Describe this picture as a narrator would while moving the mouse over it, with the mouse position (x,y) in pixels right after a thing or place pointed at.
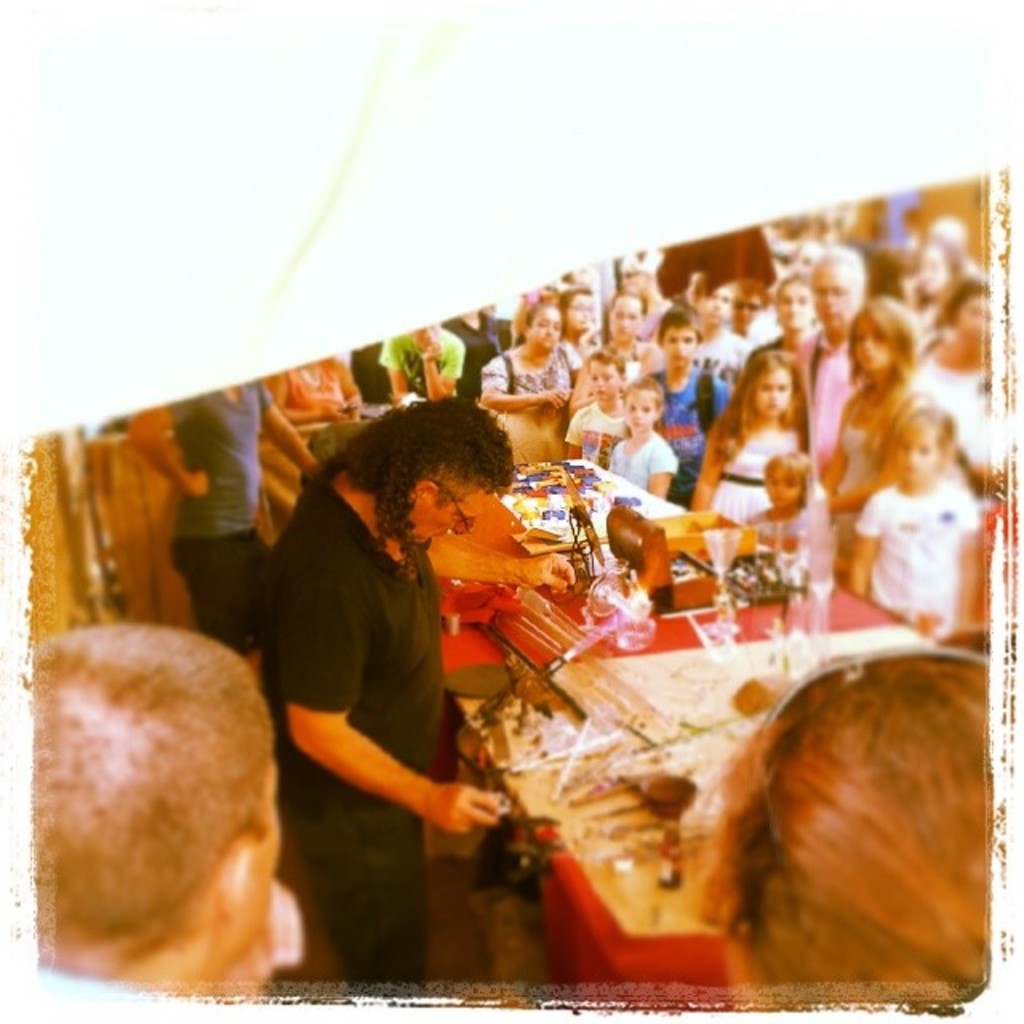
people (308,735) are standing at the left (270,628). in front of them there is a red table (689,914) on which there are some objects (578,638). in front of it people (779,330) are standing and watching them. the person (365,941) at the left (328,638) front is wearing a black t shirt (359,697).
